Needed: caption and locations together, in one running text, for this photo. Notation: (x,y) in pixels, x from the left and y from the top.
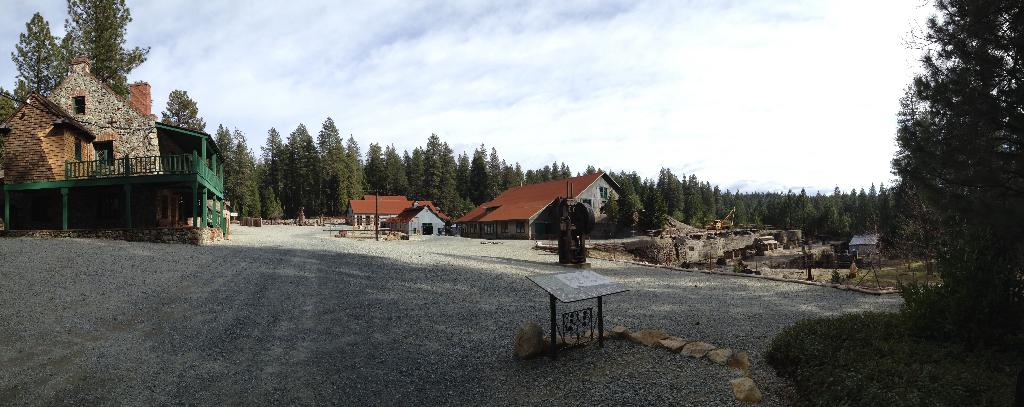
In the center of the image (553,222) we can see a houses (494,222), trees (448,180), fencing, pole (377,234) are present. At the bottom of the image (350,359) ground (372,330) is there. At the top of the image (416,32) sky (431,34) is present. In the middle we can see a table (570,299) and rocks (680,338) are present. At the bottom right corner (960,379) grass (857,361) is present.
